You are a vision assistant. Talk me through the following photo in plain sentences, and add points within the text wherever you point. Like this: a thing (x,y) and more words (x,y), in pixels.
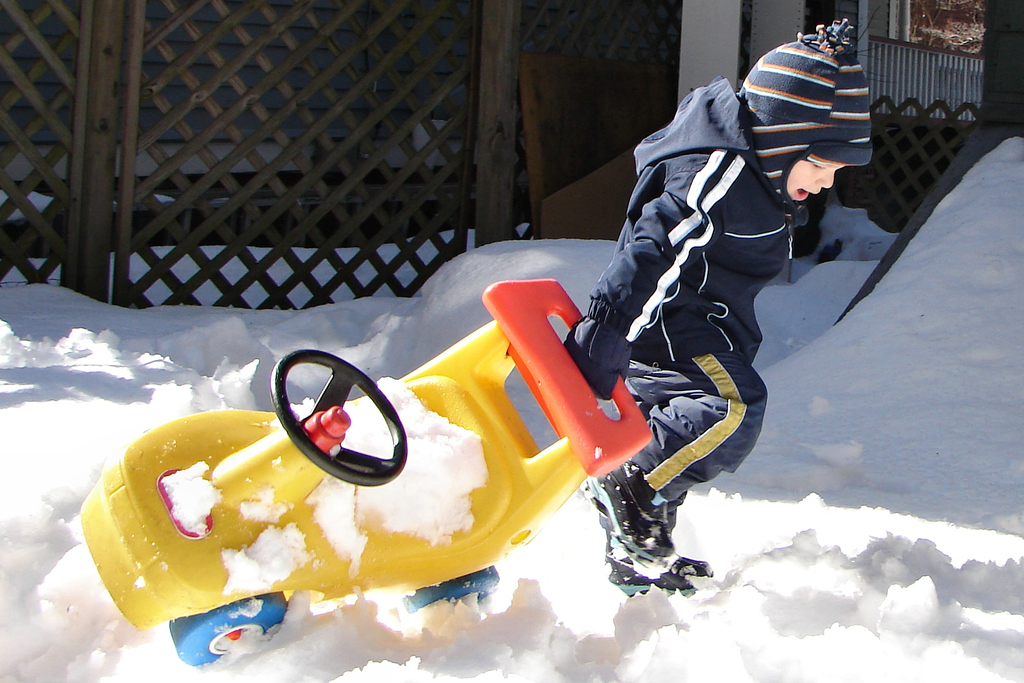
In this image in front (629,505) there is a boy (724,189) holding the vehicle (371,571). At the bottom of the image (734,609) there is snow (896,527) on the surface (942,441). Behind him there is a fence (400,158). There is a building (954,72).
